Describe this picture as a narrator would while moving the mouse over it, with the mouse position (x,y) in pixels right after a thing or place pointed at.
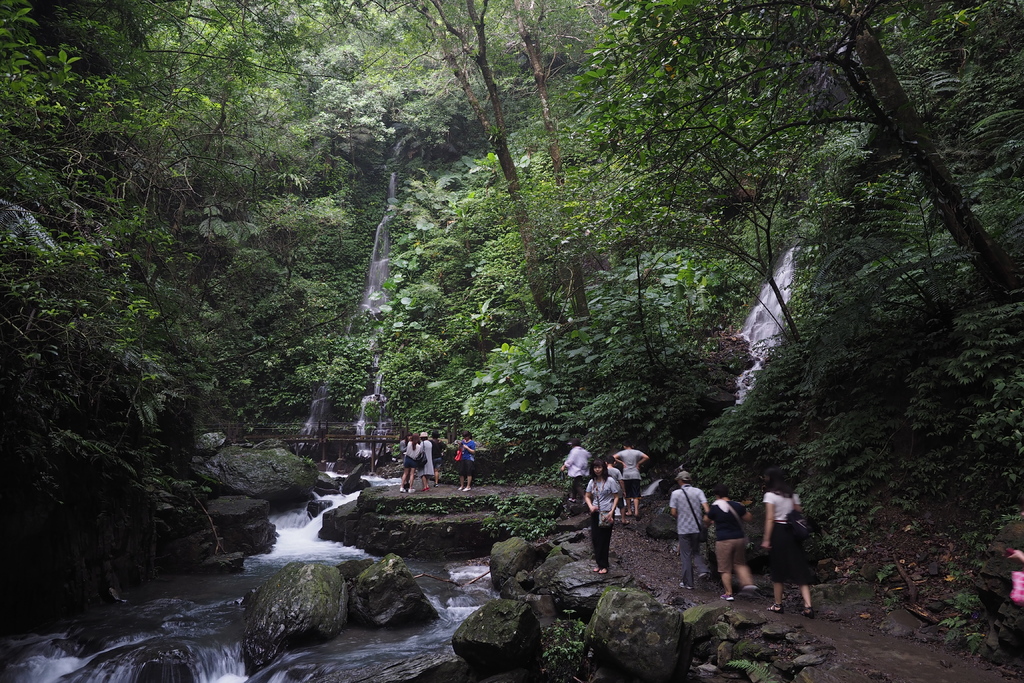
In this picture i can see a group of people (568,470) are standing. On the left side (340,630) i can see water (397,646) and rocks (343,524). In the background (442,312) i can see trees (353,265).
